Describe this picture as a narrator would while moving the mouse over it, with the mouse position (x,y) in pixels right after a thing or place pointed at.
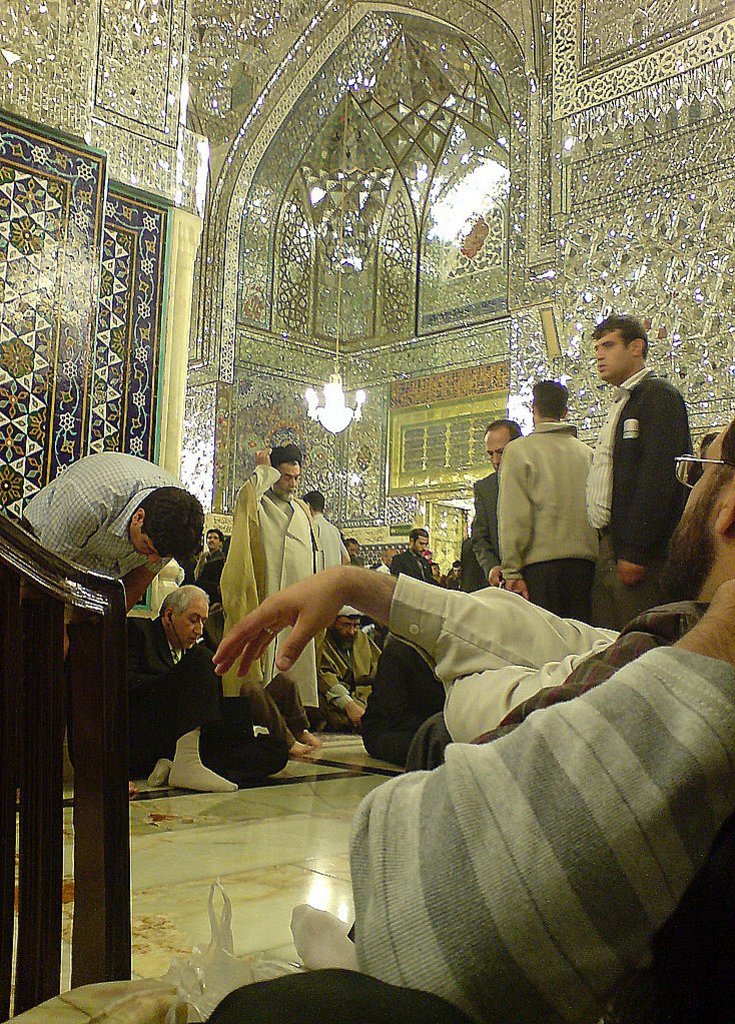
In this picture we can see some people (296,531) are standing and some people (256,619) are sitting on the path (299,834) and behind the people (411,558) there is a wall (279,407) and a chandelier (334,424).
